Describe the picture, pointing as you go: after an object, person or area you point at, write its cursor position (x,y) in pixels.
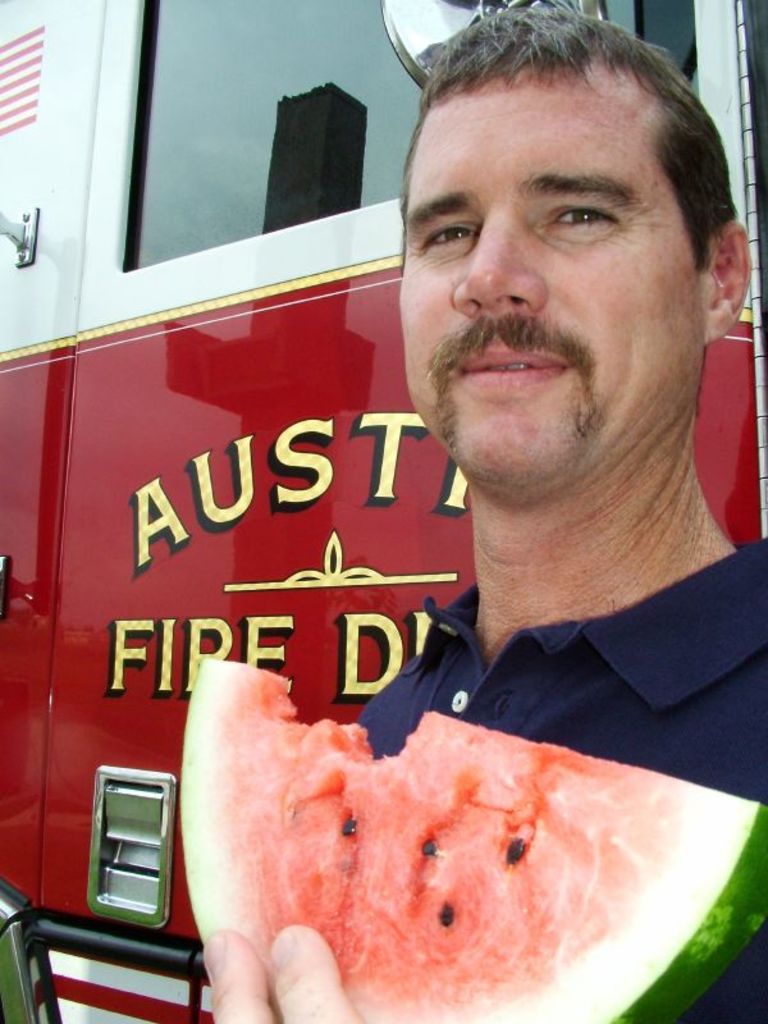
On the right side of the image (566,576) we can see a man (487,344), he is holding a watermelon piece (503,855), behind him we can see a vehicle (330,389).
